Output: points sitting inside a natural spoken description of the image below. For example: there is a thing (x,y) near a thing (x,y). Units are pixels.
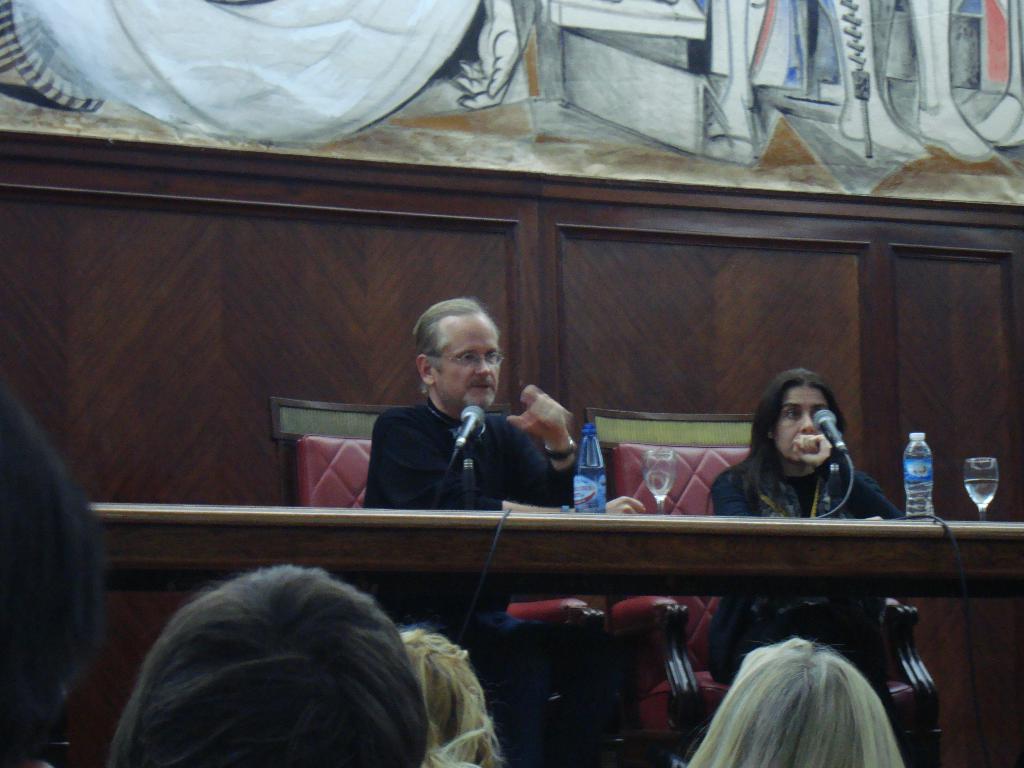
In the center of the image (425,500) there are two people (776,470) sitting on the chairs (738,443). In front of them there is a table (698,551) and on top of it there are bottles (599,449), glasses (661,472) and mike's (851,474). In front of the image there are few people (839,692). In the background of the image (732,17) there is a wall (458,37) with the painting (616,100) on it.
